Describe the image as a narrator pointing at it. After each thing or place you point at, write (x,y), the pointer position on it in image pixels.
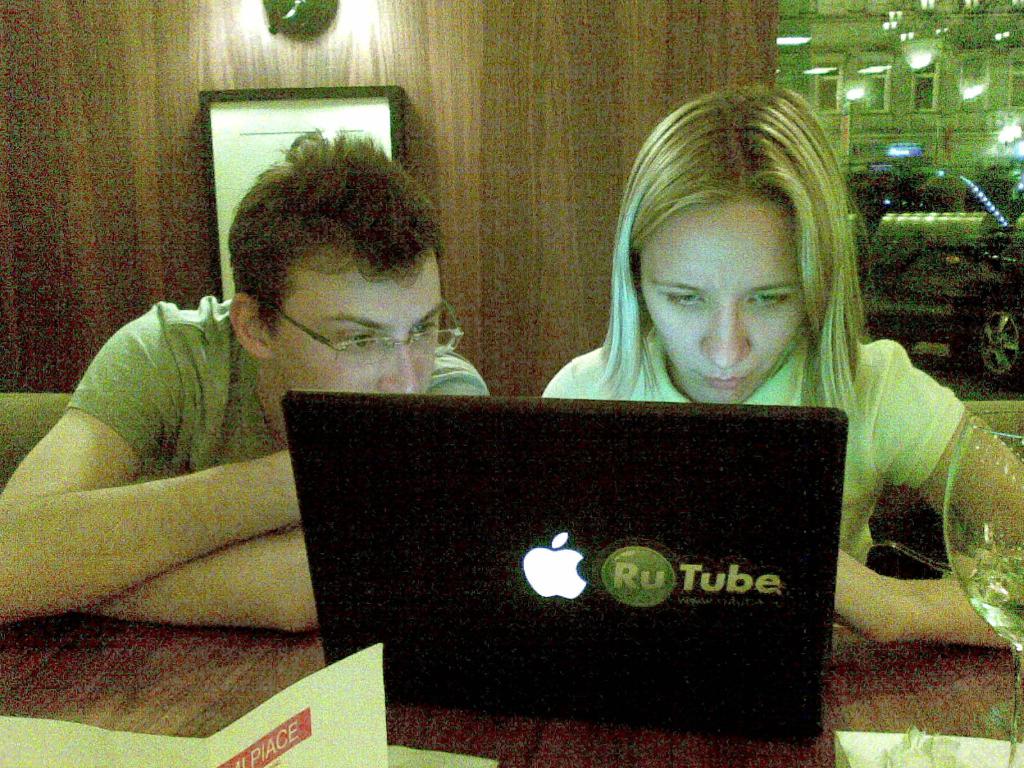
In this picture we can see a laptop (394,484), paper (268,744) and a glass (997,482) on a wooden table (202,710). There is a man (121,404) and a woman (922,454) sitting on the chair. A frame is visible on the wall (437,122). A car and some lights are visible on top (902,155).
